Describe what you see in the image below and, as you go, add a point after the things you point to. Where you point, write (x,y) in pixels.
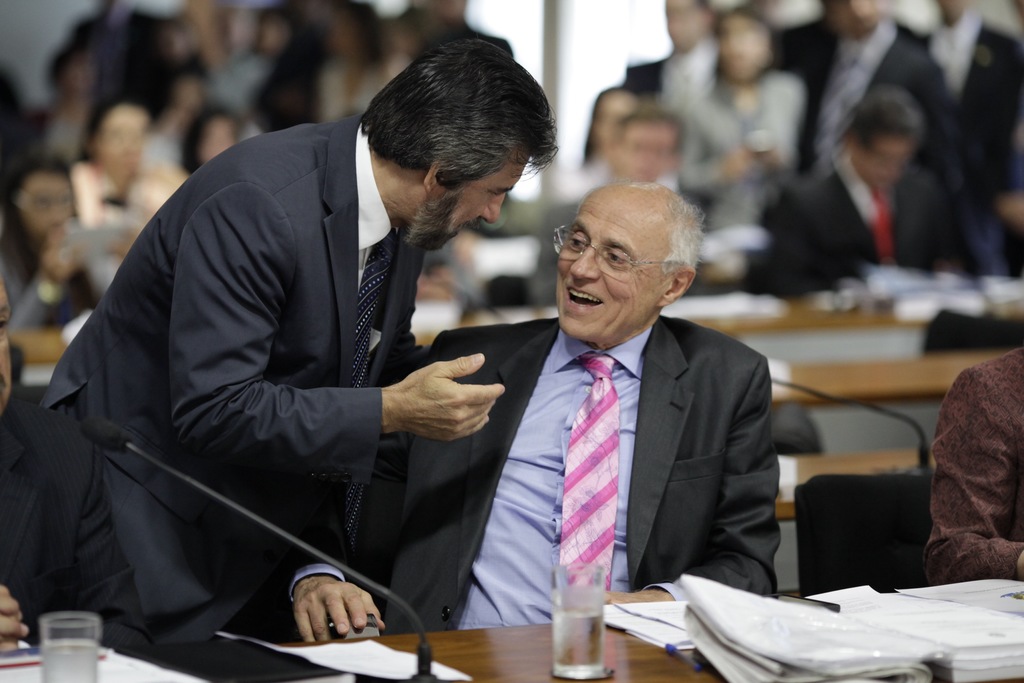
In the image we can see there are two men (529,484) looking at each other and they are wearing formal suit (634,496) and tie (592,529) in their neck (413,191). A man (542,487) is sitting on the chair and on the table (689,670) there are papers (741,664). Behind there are other people (640,153) and the image is little blurry at the back (562,168).
